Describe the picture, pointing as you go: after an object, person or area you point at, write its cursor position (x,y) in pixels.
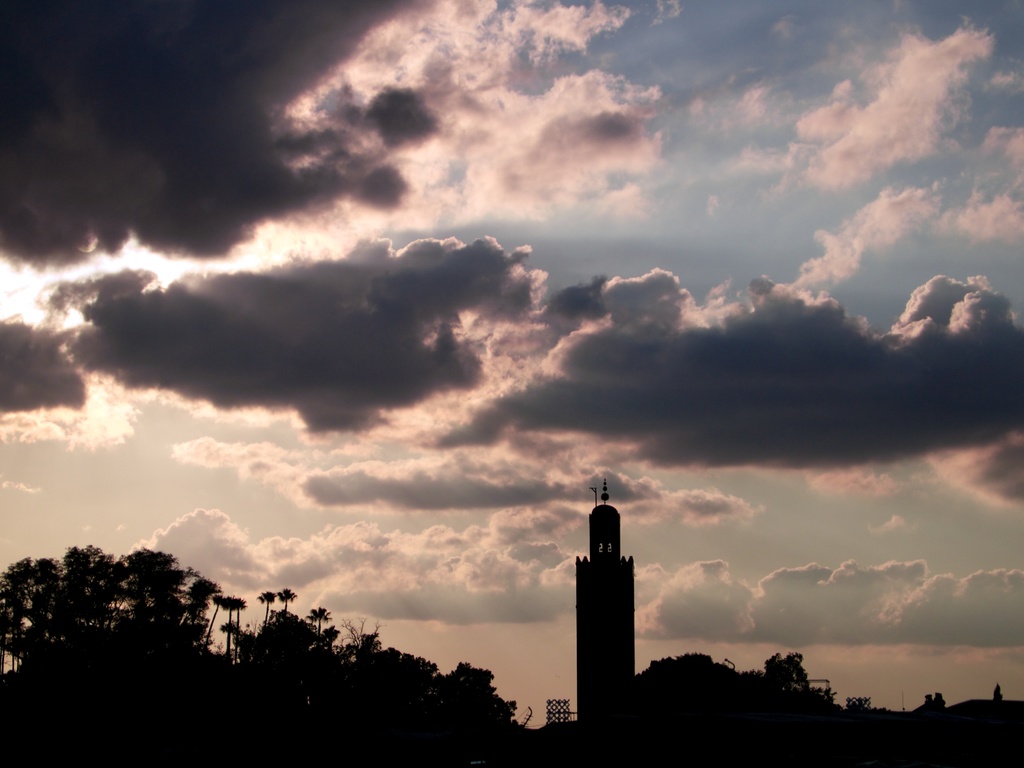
In this image we can see trees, buildings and we can also see the clouds (324,303).
